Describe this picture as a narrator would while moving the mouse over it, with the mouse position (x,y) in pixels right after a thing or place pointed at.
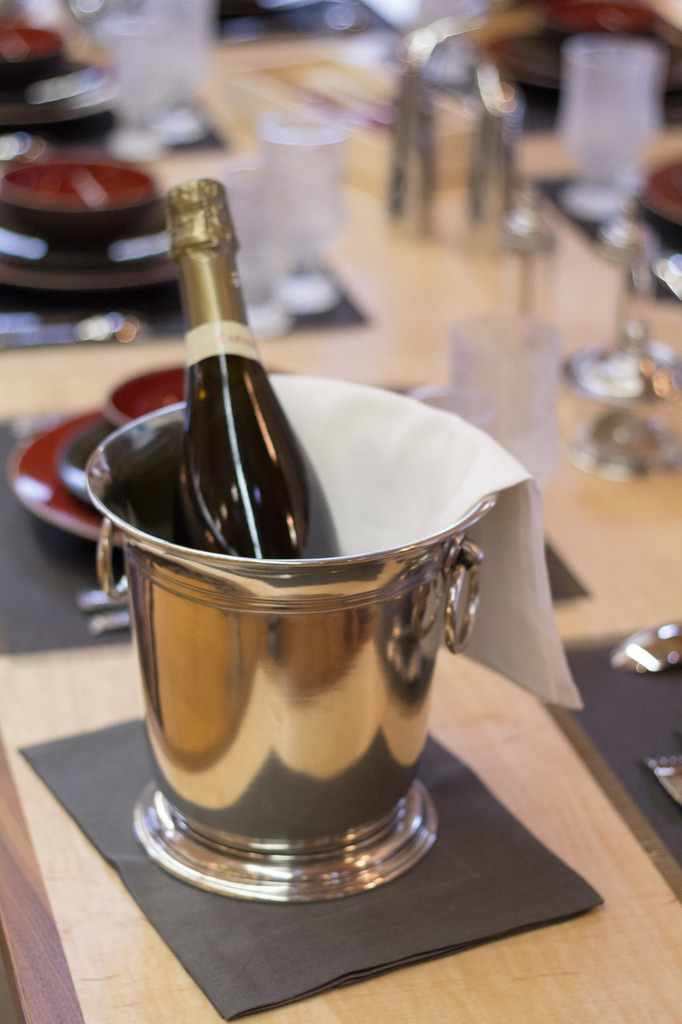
In this image, we can see a steel bucket (223,621), there is a wine bottle (211,478) kept in the bucket (275,628), in the background (647,60) we can see some glasses (608,72).
